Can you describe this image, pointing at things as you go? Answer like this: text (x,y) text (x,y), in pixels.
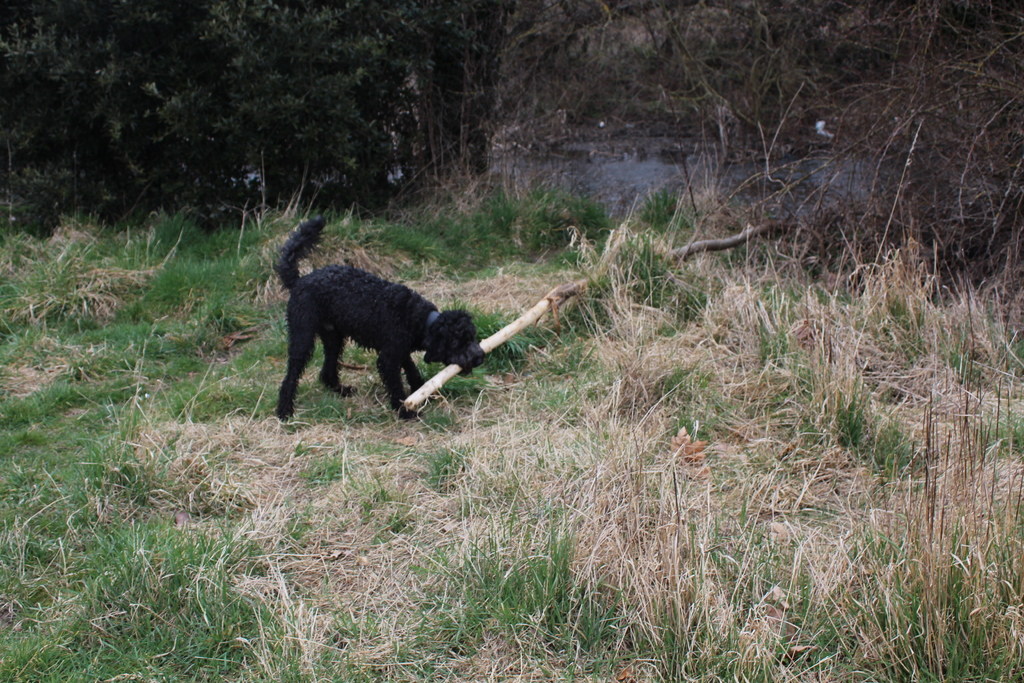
In this image there is an animal (290,262) holding wooden trunk (427,395) with its mouth (458,357). The animal (440,334) is standing on the grassland (569,351). Background (337,54) there are few trees (249,184).
